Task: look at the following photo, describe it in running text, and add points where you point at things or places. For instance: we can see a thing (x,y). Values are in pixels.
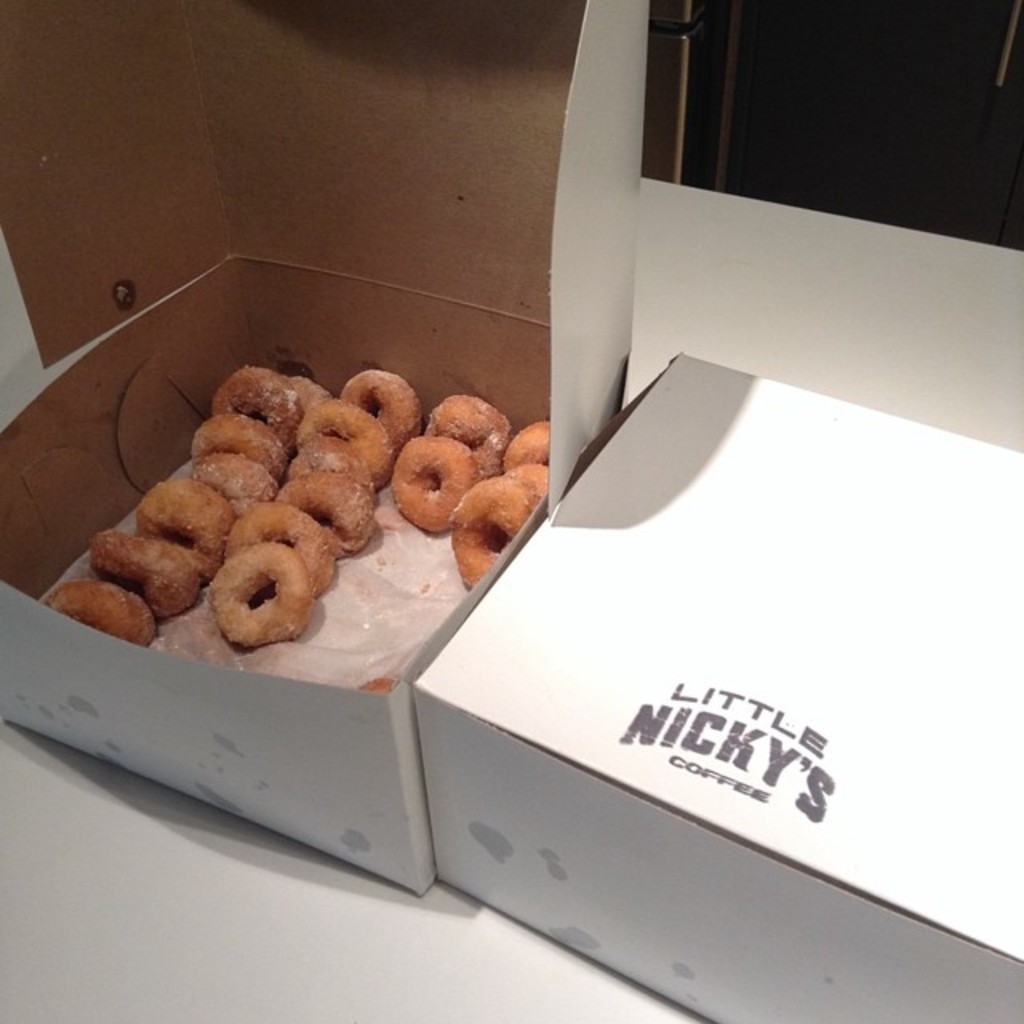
In this image I can see boxes (710,504) on a table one box (507,347) is opened and having a food item (241,497). I can see another box (653,777) is closed and there is some text (799,738) on it.
